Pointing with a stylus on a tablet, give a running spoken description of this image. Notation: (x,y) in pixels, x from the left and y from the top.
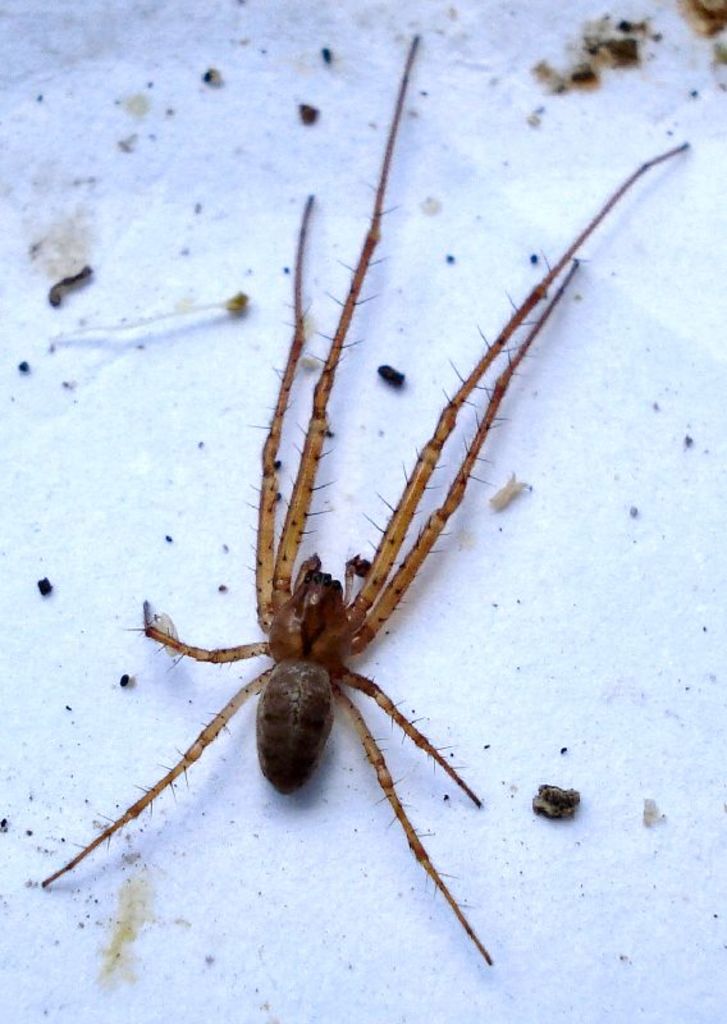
In this image in the center (265,642) there is one spider (312,586) on the wall (490,649).
